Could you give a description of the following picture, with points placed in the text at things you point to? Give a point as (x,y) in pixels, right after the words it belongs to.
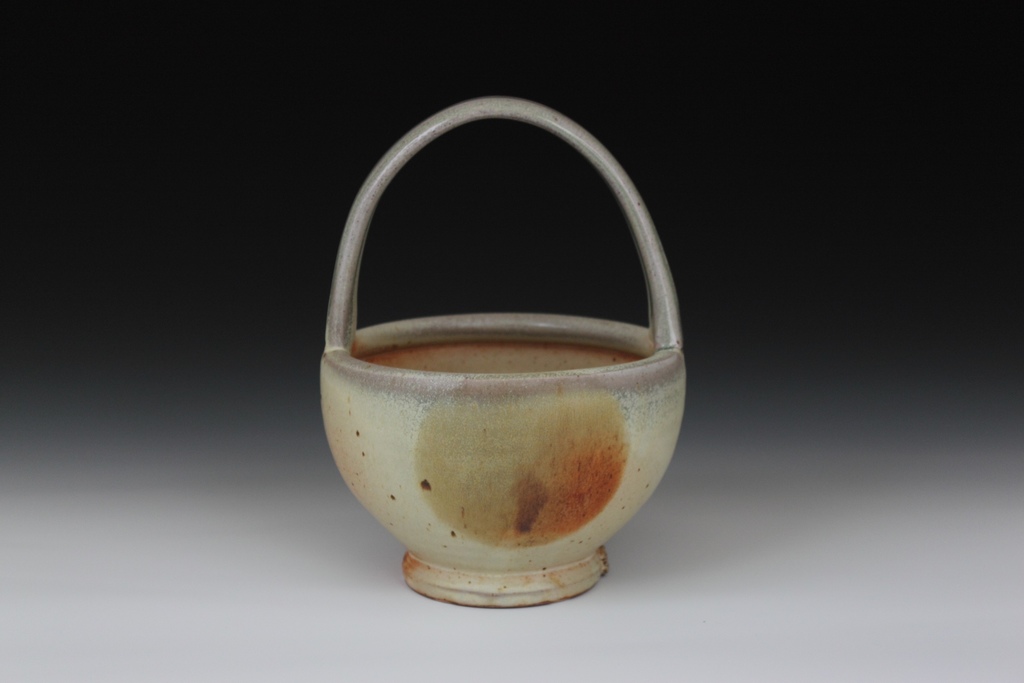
In the picture we can see the ceramic basket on the white surface (455,642).
